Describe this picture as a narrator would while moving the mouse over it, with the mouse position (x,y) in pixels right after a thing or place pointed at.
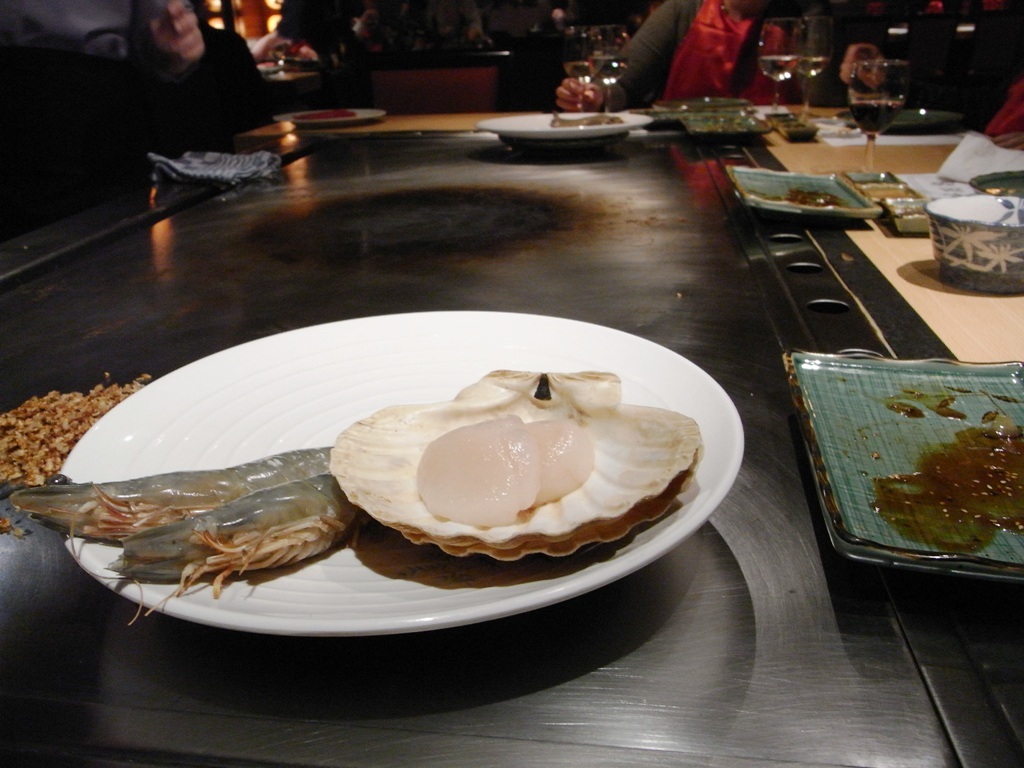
In this image there is a table (294,268). On top of the table (484,181) there are glasses (789,53). There are food items (393,411) in a plate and there are a few other objects (1010,215). In front of the table (516,184) there are people (748,71). Behind them there are a few objects (532,47).
